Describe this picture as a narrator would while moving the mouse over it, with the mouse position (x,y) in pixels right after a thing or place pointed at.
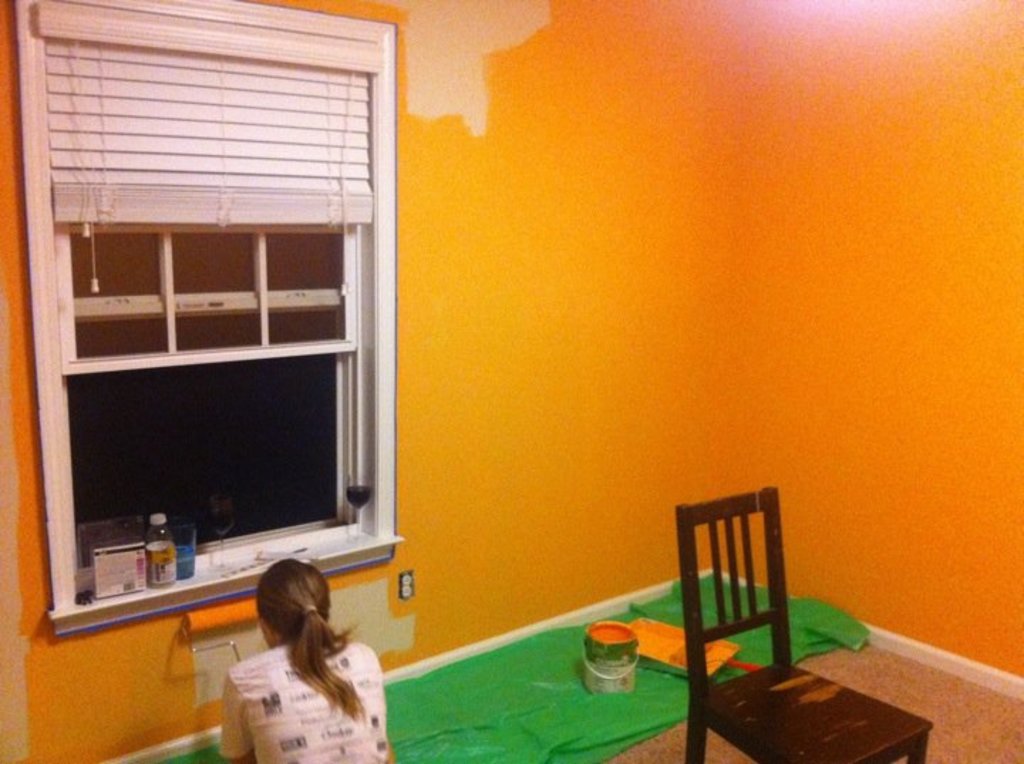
It is a room (545,421) there is a chair (749,625) and on the floor (676,668) there is a green color cloth (597,700) and woman (352,701) is painting the wall (475,609) is of orange color beside the wall (436,313) there is a window (386,306).
